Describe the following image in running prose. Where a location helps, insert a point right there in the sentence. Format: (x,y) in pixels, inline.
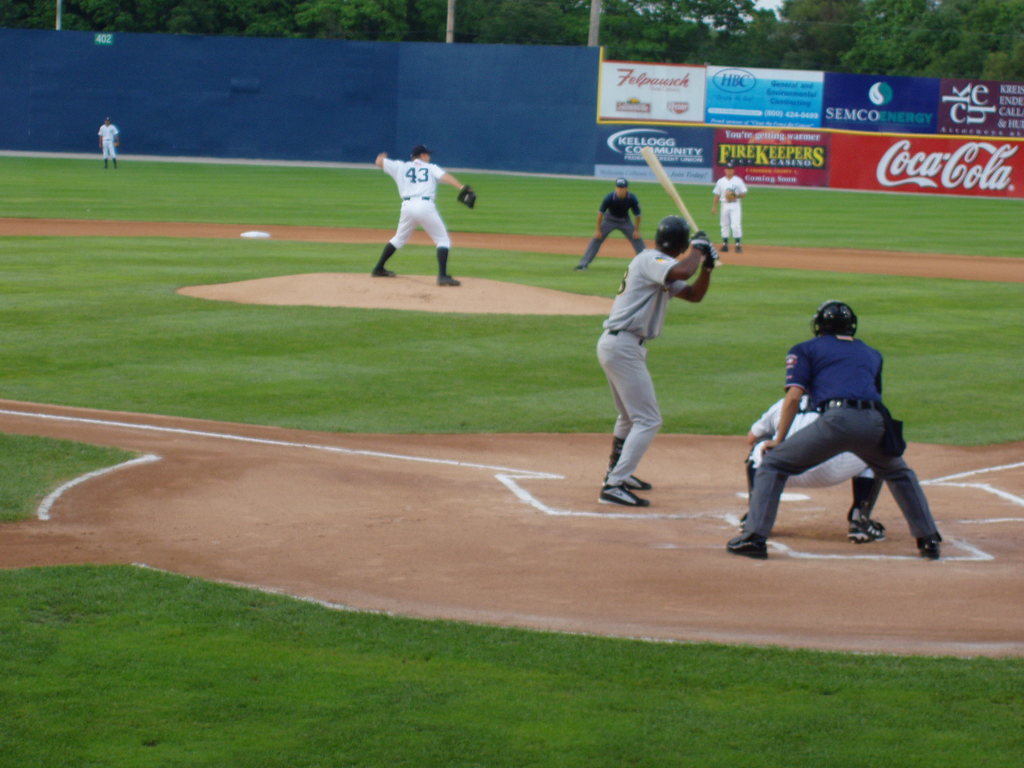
Here in this picture we can see a group of men (634,209) standing on the ground (305,299) and we can see they are playing the baseball game, as we can see the person (666,273) in the front (650,272) is holding a bat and in front of him we can see another person (418,186) is ready to throw the ball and some people (627,301) are wearing gloves (472,192), helmet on them and we can see some part of ground (680,373) is covered with grass (105,195) and in the far we can see hoardings (708,118), banners (804,133) present and we can also see plants (687,42) and trees (520,16) present behind that over there.
